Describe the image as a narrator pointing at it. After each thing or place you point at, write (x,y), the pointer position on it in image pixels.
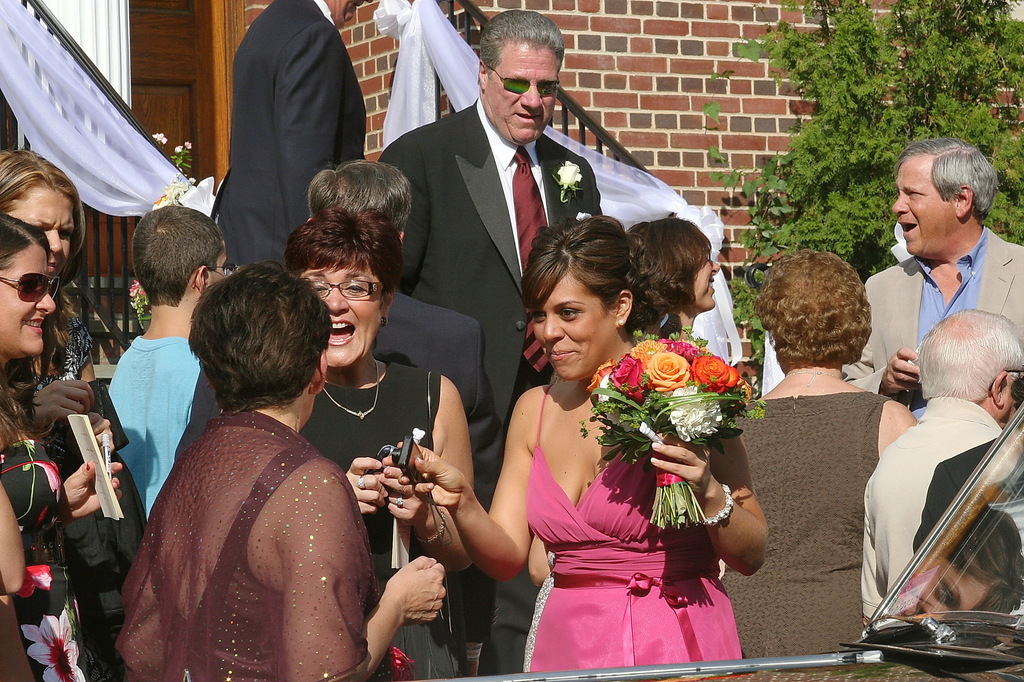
A beautiful woman (667,537) is standing and smiling, she wore pink color dress (635,584). Few other people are standing at here, in the middle (443,303) a man (497,210) is there he wore a black color coat (513,259). On the right side (929,86) there are plants (919,123). This is the brick wall (701,97).
